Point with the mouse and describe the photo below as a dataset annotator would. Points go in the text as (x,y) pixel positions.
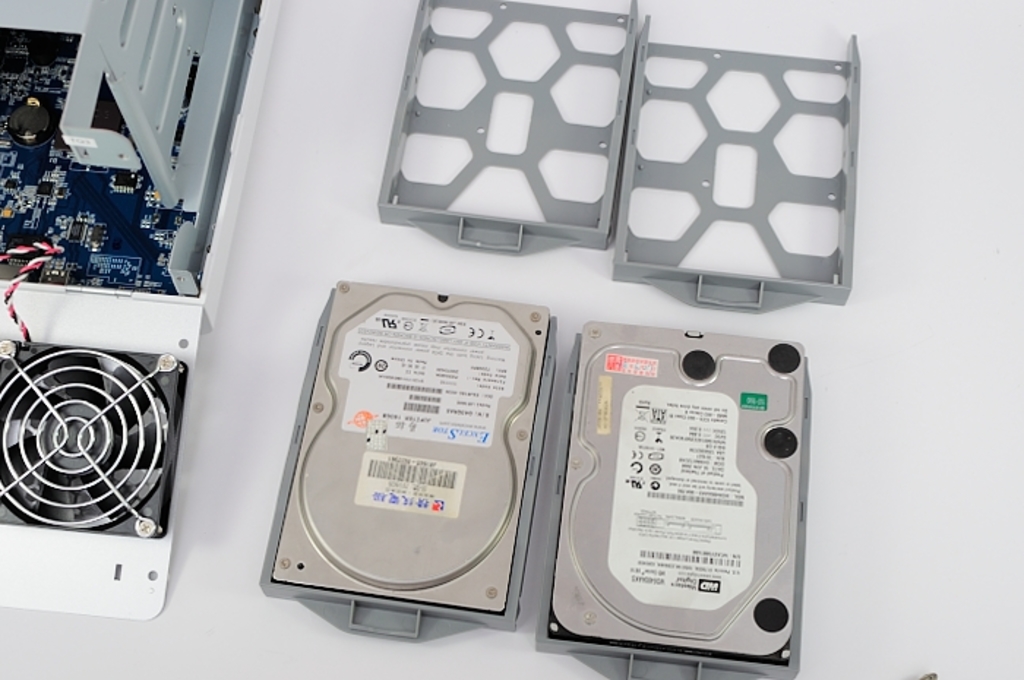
In this image, I can see metal objects (400,431) and a circuit (11,232) on a table (244,392). This picture might be taken in a room (556,394).
